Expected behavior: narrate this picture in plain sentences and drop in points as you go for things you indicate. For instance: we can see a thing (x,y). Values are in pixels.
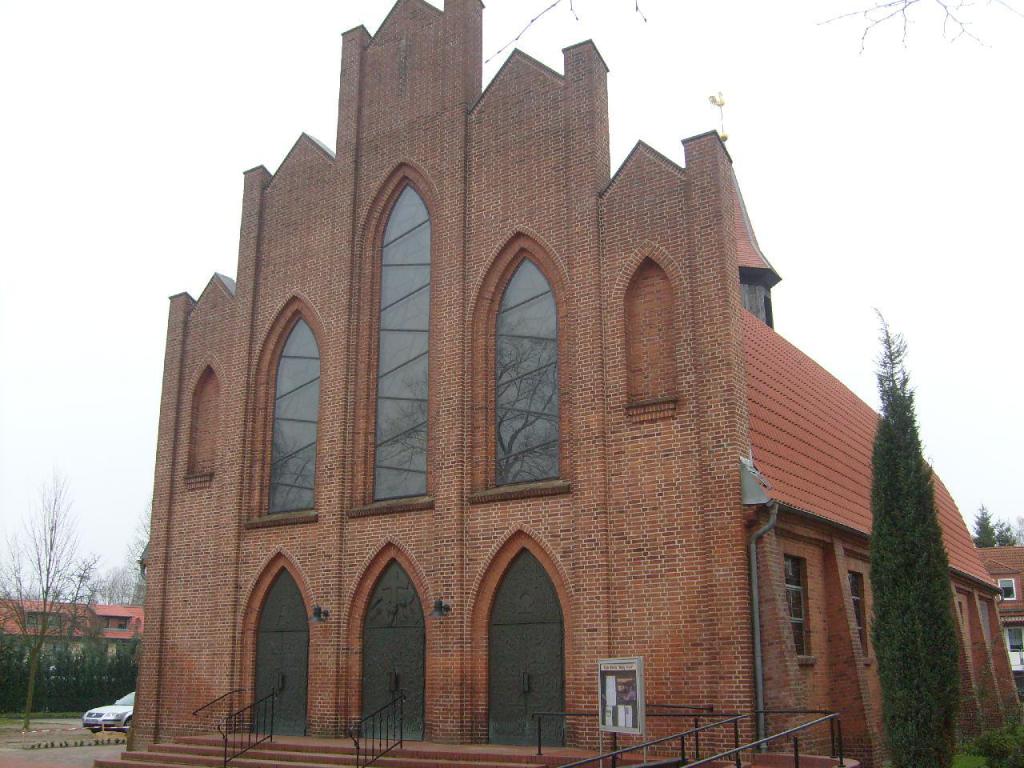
In this image I can see a building (556,495) which is in red color. Beside the building (149,711) there is a car (115,708). In the background (96,672) and on the right side (911,581) I can see the trees (914,703). On the top of the image (214,151) I can see the sky (168,205).
